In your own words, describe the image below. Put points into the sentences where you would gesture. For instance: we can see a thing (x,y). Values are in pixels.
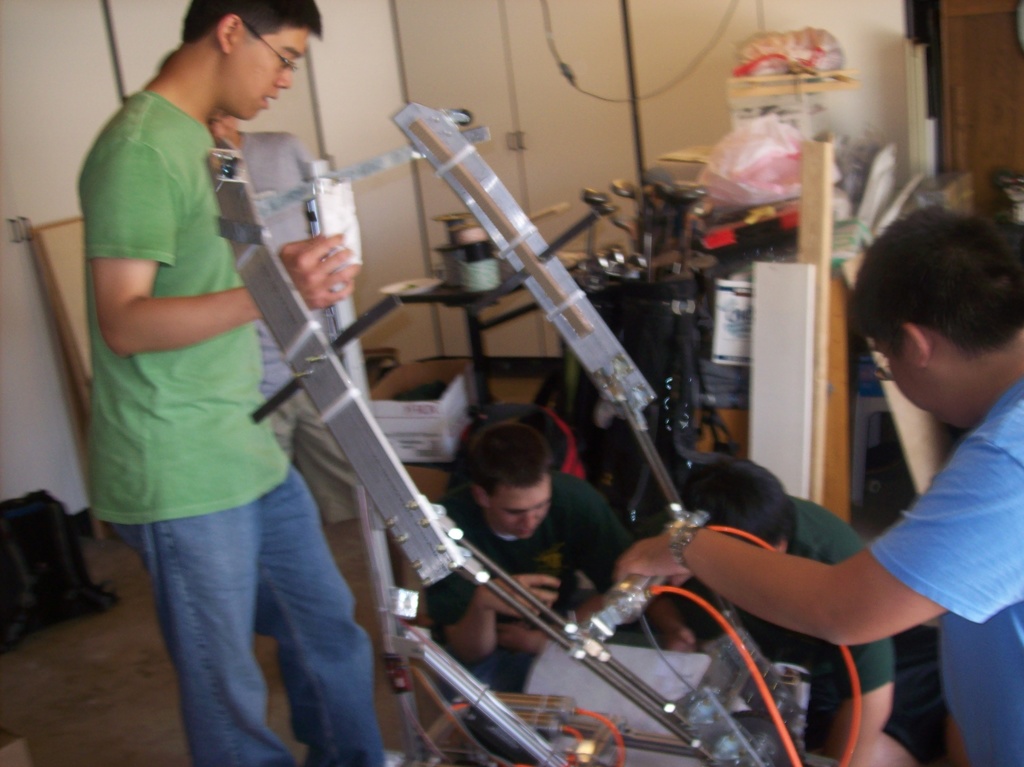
In front of the image there are people (923,378) and there are some objects (503,397) on the floor (375,659). In the background of the image (577,179) there is a wall (567,26).
